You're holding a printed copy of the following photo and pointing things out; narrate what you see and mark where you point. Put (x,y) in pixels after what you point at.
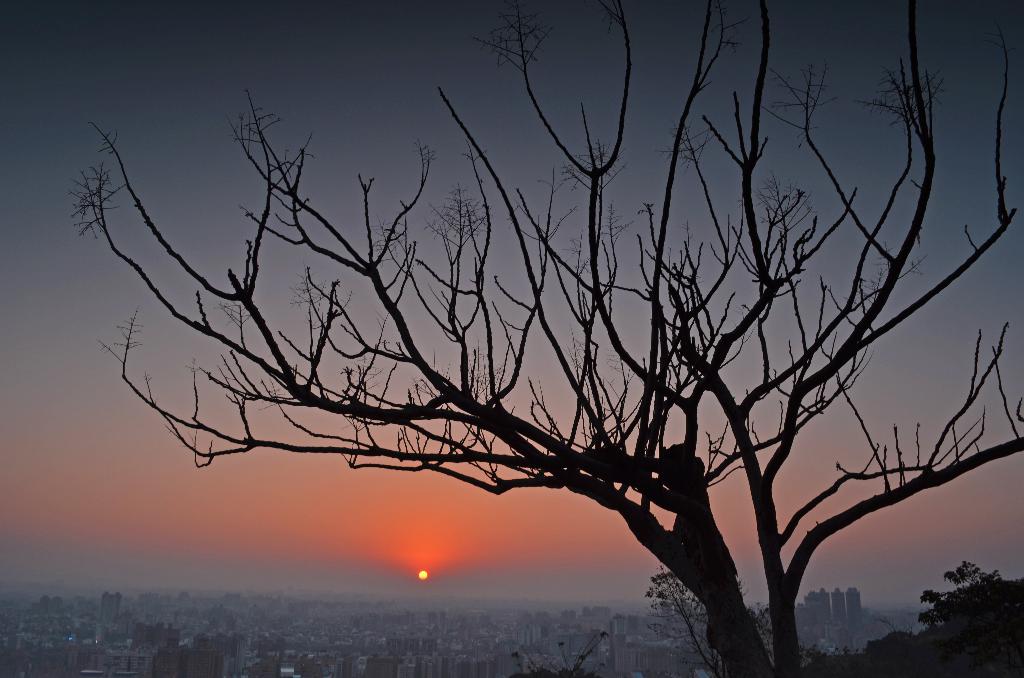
In this image I can see sunset (454,582), buildings (455,637), trees (684,620) and sky (444,262).
